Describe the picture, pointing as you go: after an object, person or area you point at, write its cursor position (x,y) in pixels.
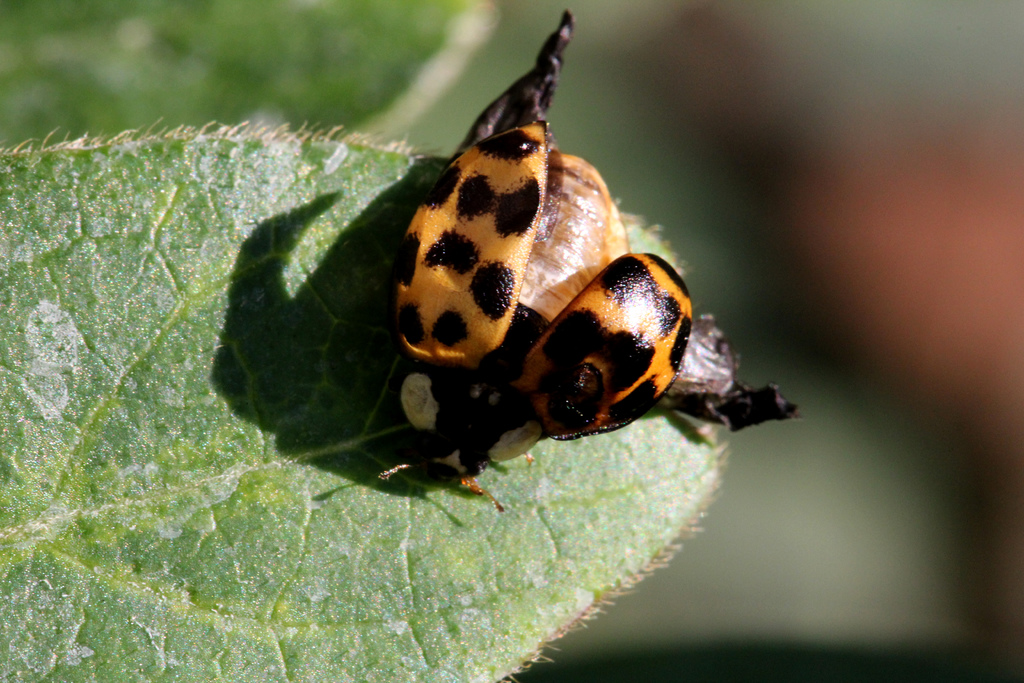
In this image, we can see a ladybug (536,393) on a leaf (371,491). Background (730,578) there is a blur view.
